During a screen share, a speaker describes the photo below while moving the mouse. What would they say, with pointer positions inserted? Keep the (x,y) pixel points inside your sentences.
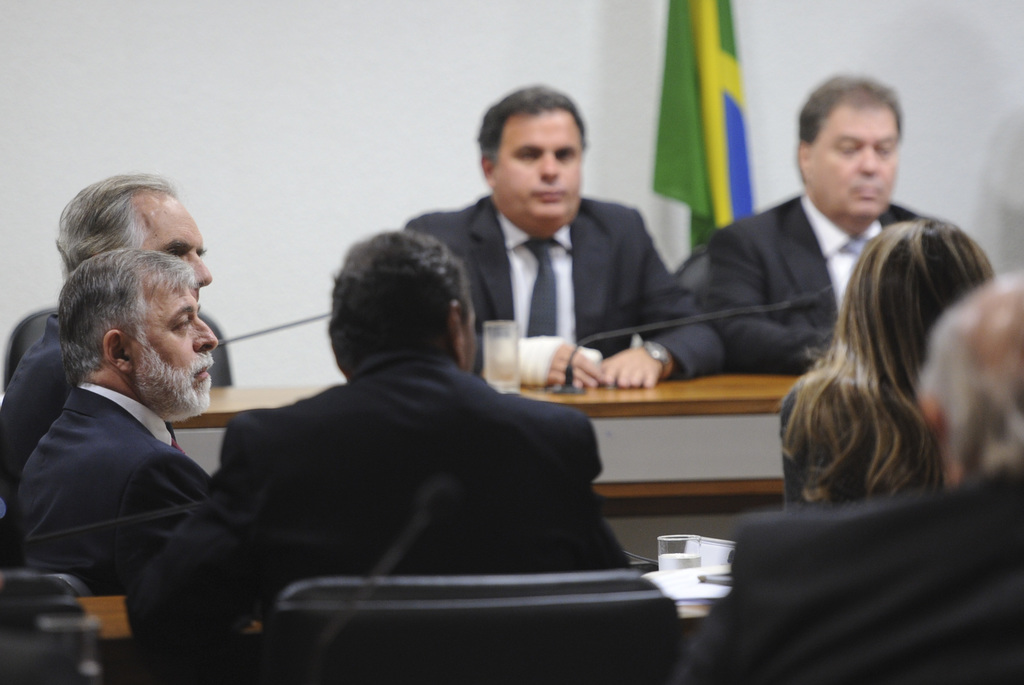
In this picture there are few persons (559,484) wearing black suits (531,485) are sitting and there is a table (628,473) in front of them which has a mic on it.
